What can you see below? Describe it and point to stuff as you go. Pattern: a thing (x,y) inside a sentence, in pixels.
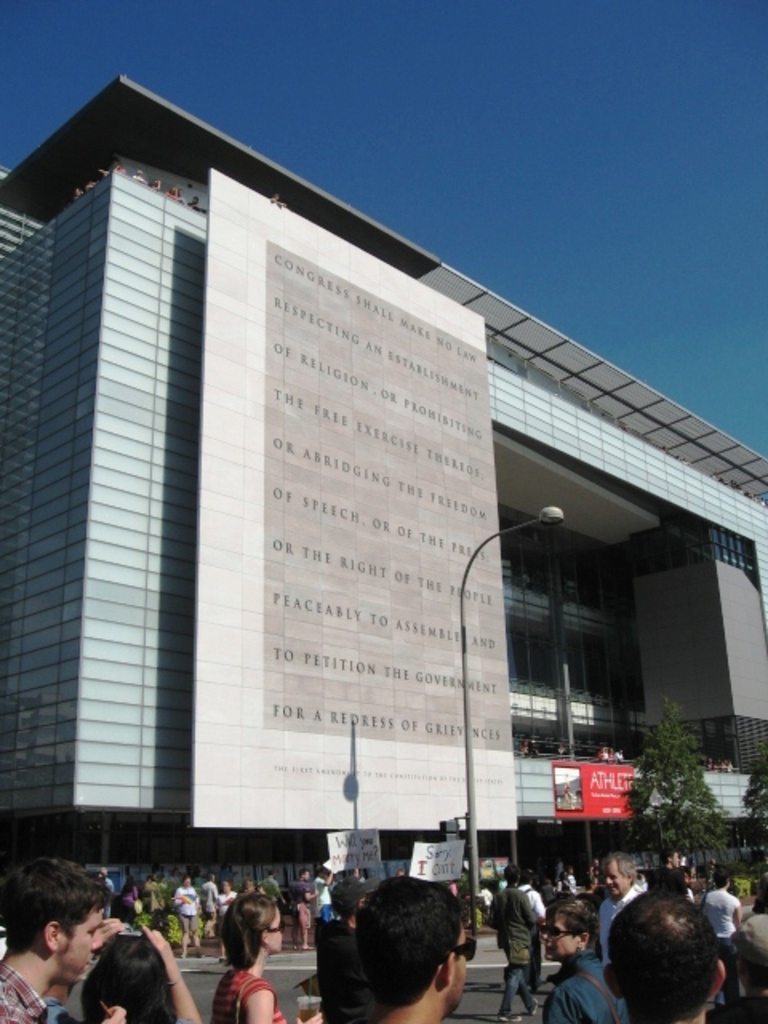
This is an outside view. At the bottom (565,948) there are few people (97,1002) walking on the road (489,955) and there is a light pole (470,792). In the middle of the image (426,435) there is a building (502,713). On the right side (710,801) there are few trees (694,796). In the middle of the image (357,563) there is a board (343,608) on which there is some text (330,502). At the top of the image (437,102) I can see the sky (459,136) in blue color.
